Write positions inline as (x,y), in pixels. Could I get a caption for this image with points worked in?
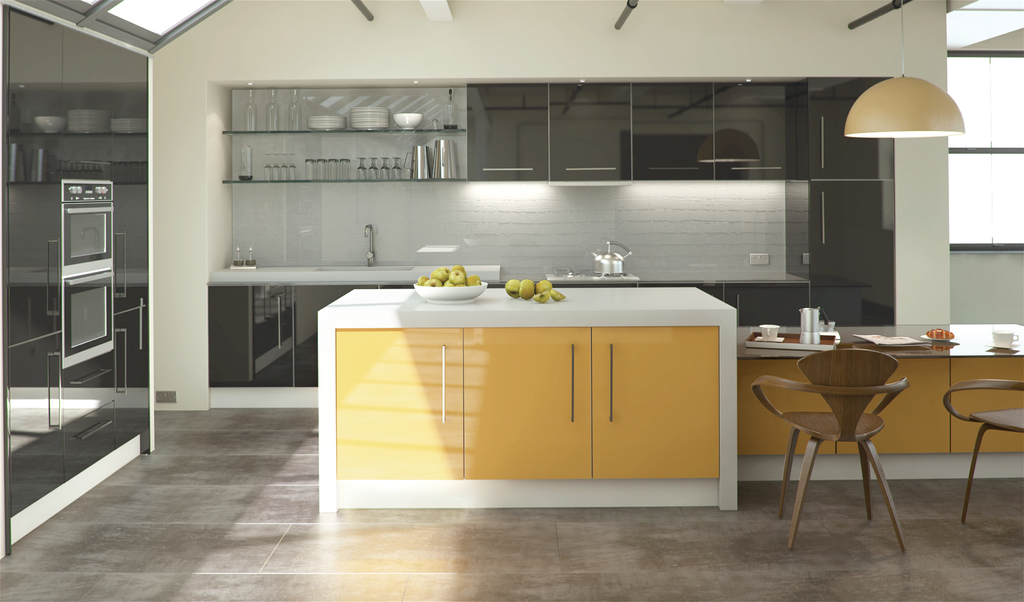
This is an inside view of a room (350,73). In the middle of the room (614,462) I can see a table (460,370) on which a plate (454,296) is placed which consists of some fruits (440,276) in it. Beside this there is another table (984,347) on which a tray (774,344), teacup (1006,336) and few other objects (910,337) are placed. Beside the table (892,413) I can see two empty chairs (858,428) which are placed on the floor (859,594). In the background (398,120) there is a rack (307,182) in which glasses (348,162), plates (334,119) and bowls (411,121) are placed and also I can see the cupboards (680,130). On the right side (990,164) there is a window (995,176) and I can see a light (890,115) which is hanging to a metal rod (870,16).
